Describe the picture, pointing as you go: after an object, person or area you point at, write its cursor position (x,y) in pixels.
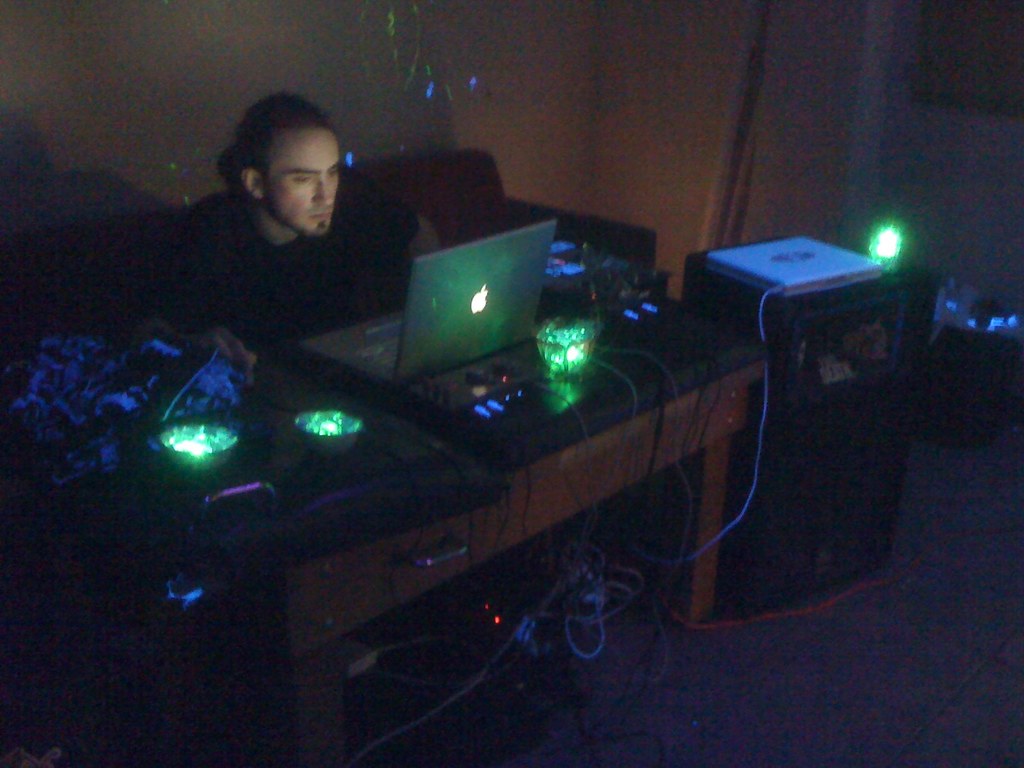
In this picture we can see a man (331,155) sitting on a sofa (144,318), laptops (538,246) and lights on a table (423,565), wires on the floor (963,608) and in the background (676,103) we can see the wall (529,97).
